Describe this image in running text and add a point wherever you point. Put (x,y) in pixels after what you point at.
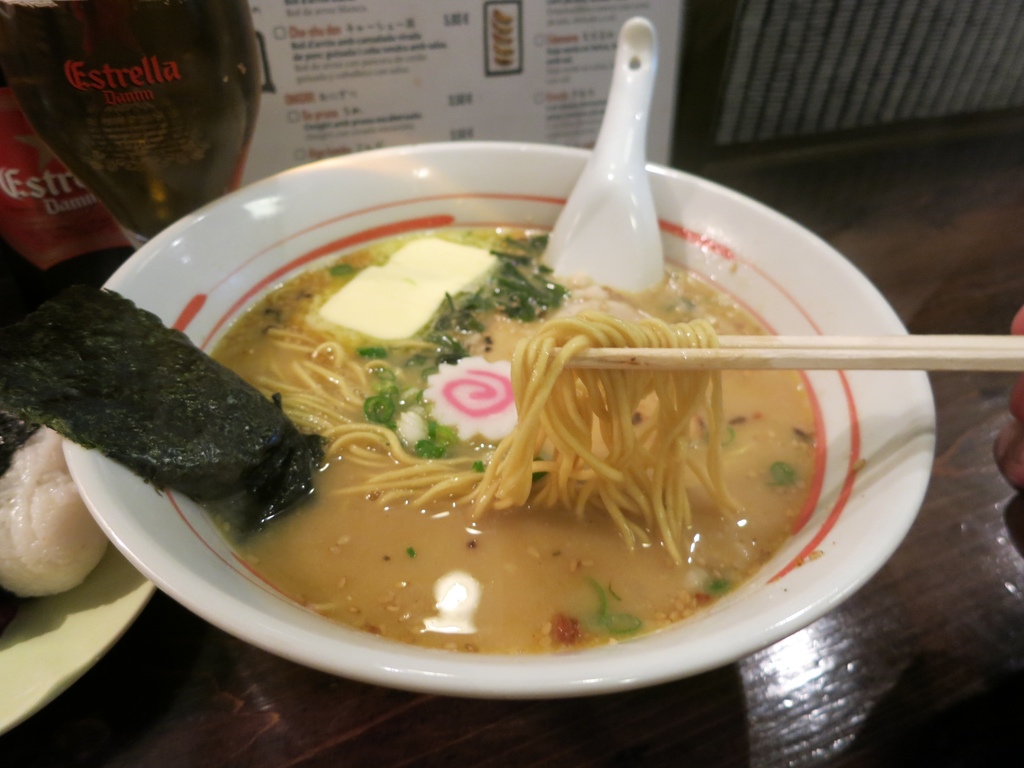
In this picture there are noodles (524,417), soup (436,525), spoon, chopsticks (684,360) and a bowl (763,621). There is a glass (235,112) and bottle (39,174) on the table (874,239).
